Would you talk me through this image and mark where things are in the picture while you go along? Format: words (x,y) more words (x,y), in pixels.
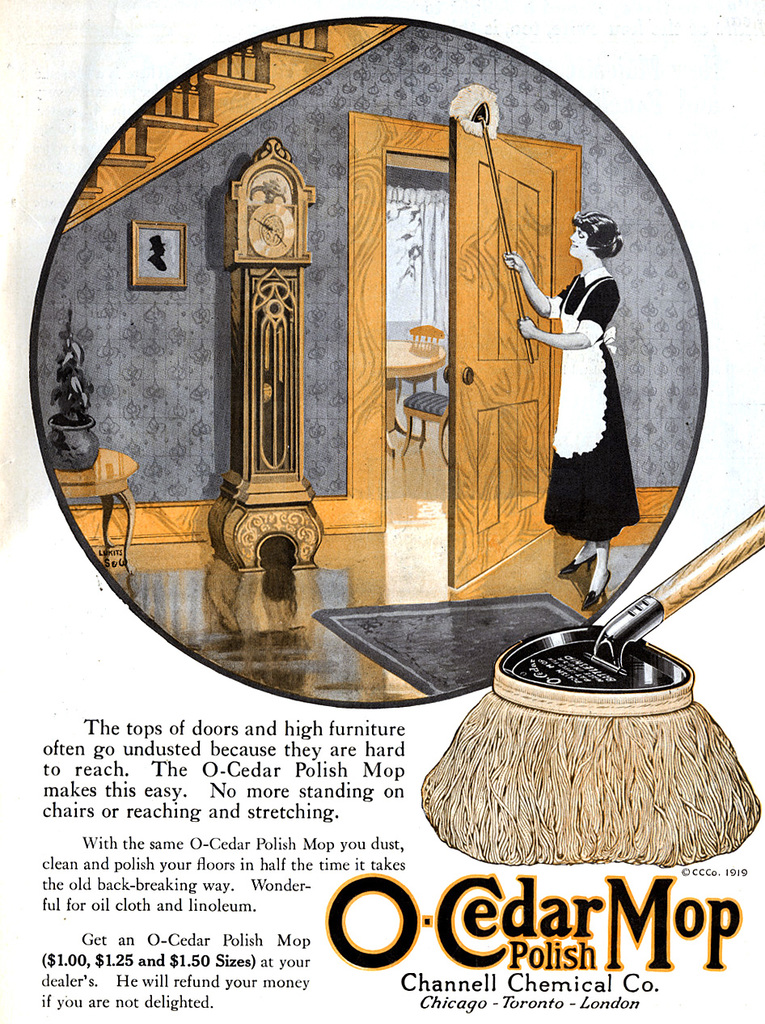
At the top of the image (409,170) we can see a picture of woman (555,527) standing on the floor (557,577) and holding a mop (492,173) in her hands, dining table (411,361), grandfather clock (280,288), stairs (333,28), side table (89,475) with decor (76,381) on it and wall hanging (155,257) attached to the wall (137,433). At the bottom of the image (95,934) we can see some text (717,964).
